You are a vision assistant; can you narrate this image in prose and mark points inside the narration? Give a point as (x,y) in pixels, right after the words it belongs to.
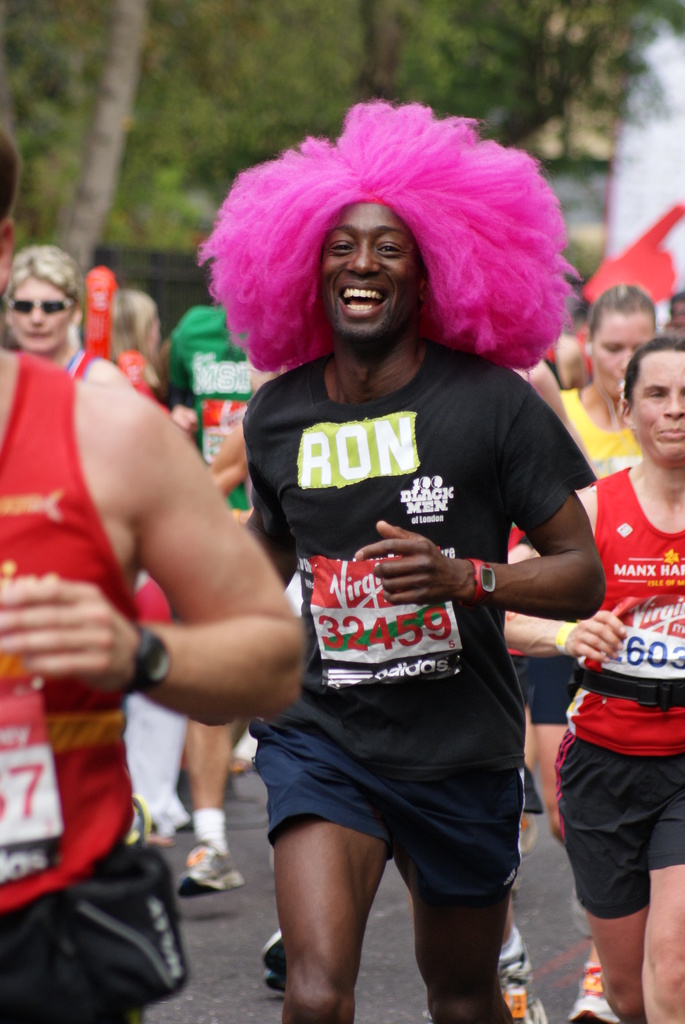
In this picture there is a person (400,583) with black t-shirt (494,695) is running and smiling and there are group of people (633,874) running. At the back (664,96) there is a board (649,203) and there are trees (172,47). At the bottom (188,1003) there is a road (222,1003).
